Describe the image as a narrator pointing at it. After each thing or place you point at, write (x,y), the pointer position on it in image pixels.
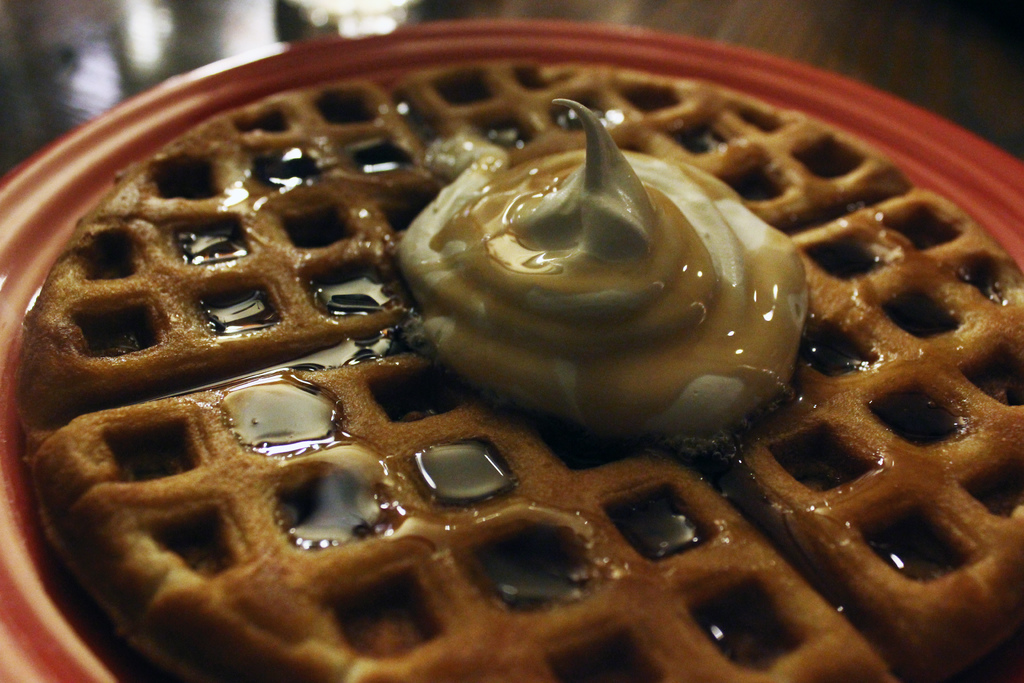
In this picture we can see food (382,323) in the plate (130,155).
